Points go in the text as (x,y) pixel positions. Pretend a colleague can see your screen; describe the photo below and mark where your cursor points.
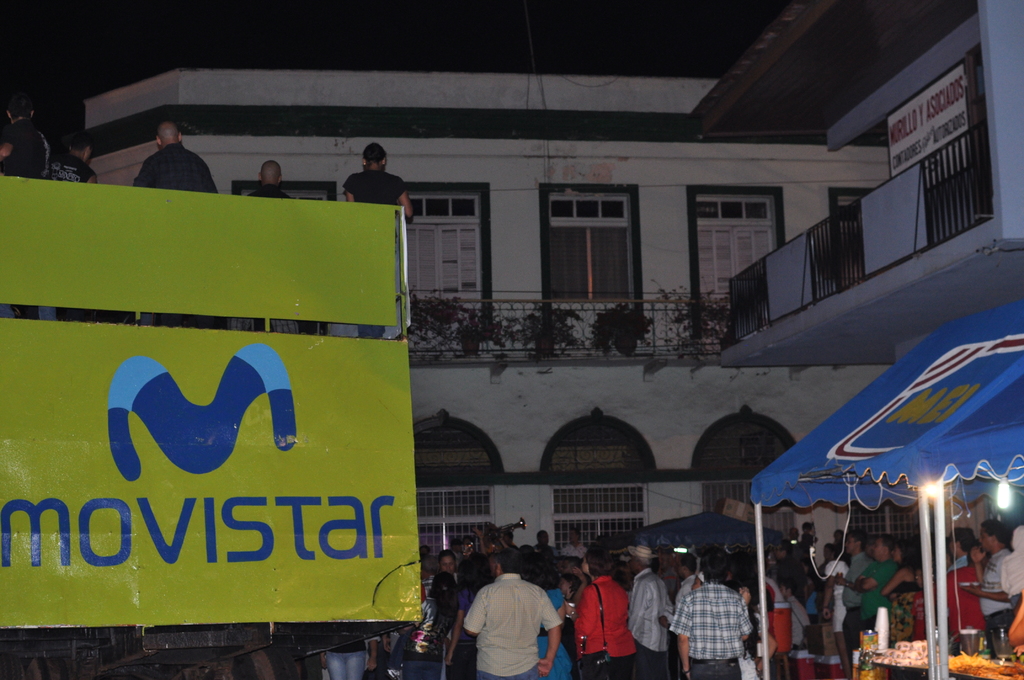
In this image I can see number of people (646,673) are standing. I can also see a yellow colour board (341,276), a blue colour tent (814,473), a building (723,359) and one more white colour board (948,133) over here. On these boards (347,355) I can see something is written. I can also see this image is little bit in dark from background (645,42).
